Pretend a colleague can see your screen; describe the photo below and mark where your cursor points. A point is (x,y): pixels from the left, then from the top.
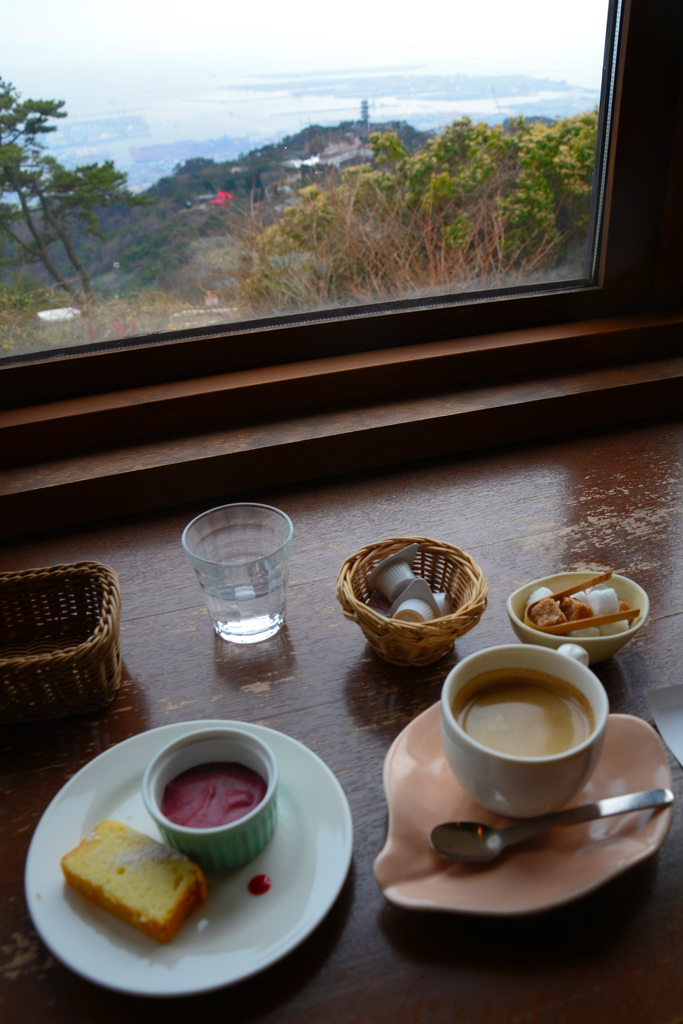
In this picture I can see the brown color surface (186,558) in front (600,484) and on it I see 2 baskets (403,622), 2 cups (457,739), plates (424,827) on which there is food (134,842) and a spoon (589,816) and I see a glass (219,583) and I see a bowl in which there is something and in the background (306,102) I see the window (312,134) through which I see number of trees (236,161).
